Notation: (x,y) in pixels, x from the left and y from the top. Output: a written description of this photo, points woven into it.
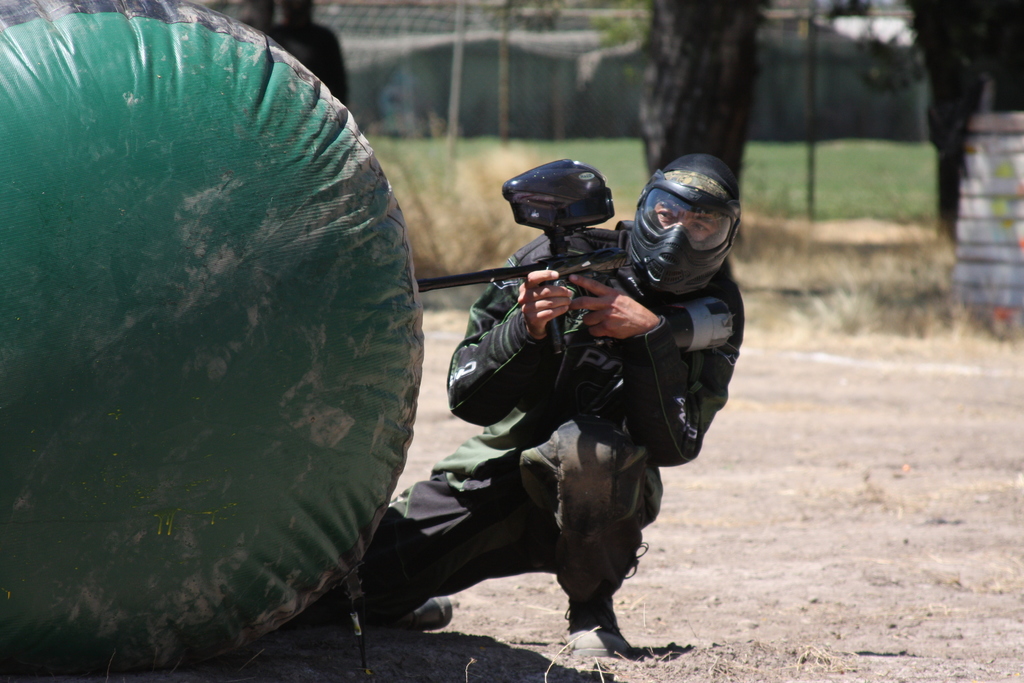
This picture is clicked outside. On the left corner (149,75) we can see an inflatable object (274,335). On the right (708,230) there is a person (654,219) wearing helmet (641,261), holding some weapon (498,276) and crouching on the ground (711,591). On the left corner (291,23) we can see a person (287,33). In the background (564,141) we can see the grass (618,150), trees (688,98), fence (612,63) and some other items (1016,143).
